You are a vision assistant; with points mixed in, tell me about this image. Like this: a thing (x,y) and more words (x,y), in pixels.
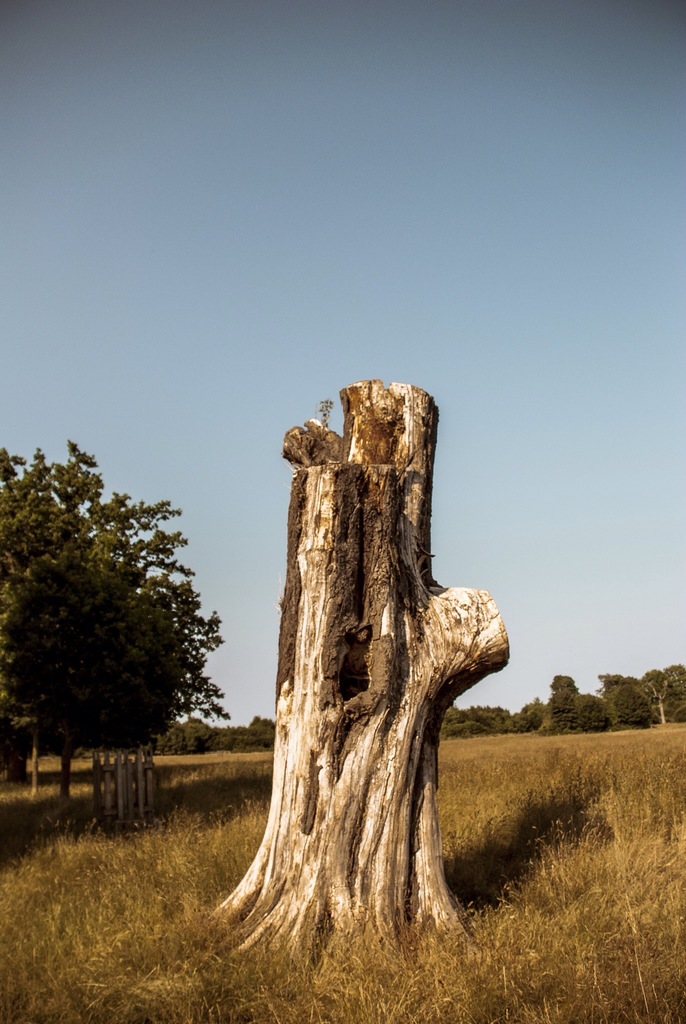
This picture might be taken from outside of the city. In this image, in the middle (412,662), we can see a wooden trunk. On the right side (578,695), we can see some trees (613,697) and plants (634,697). On the left side (124,667), we can also see some trees (107,671) and plants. On the top (344,219), we can see a sky (367,281), at the bottom (606,742) there is a grass (522,818).
